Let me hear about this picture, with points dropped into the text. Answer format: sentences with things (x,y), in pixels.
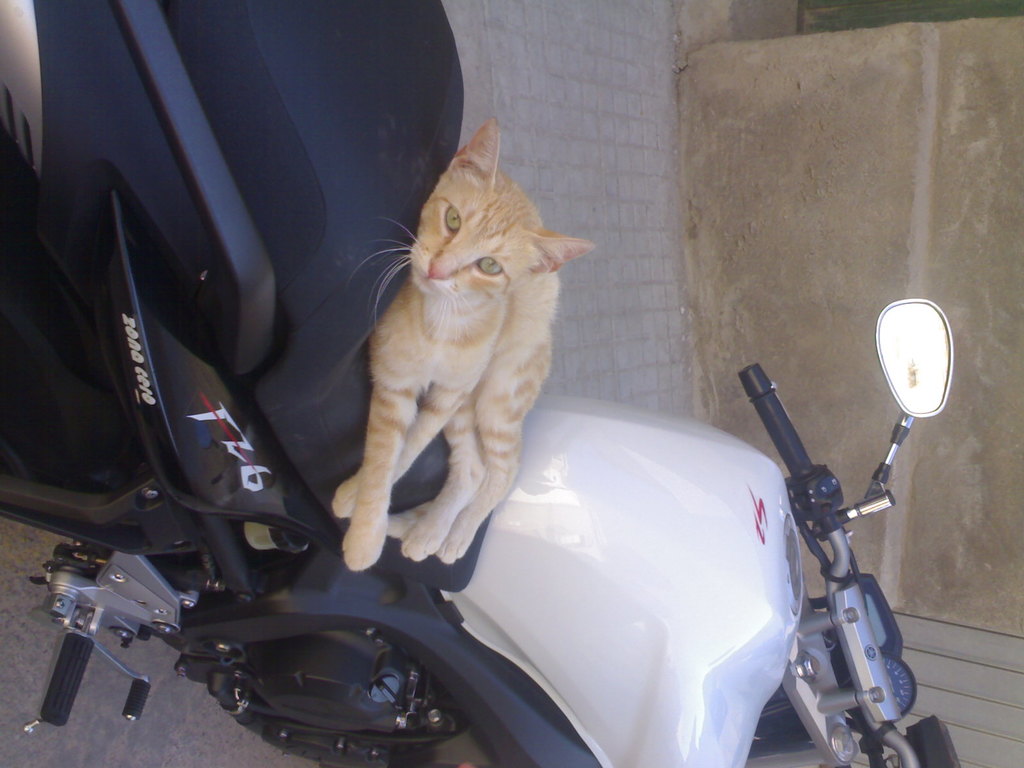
This cat (447,307) is laying on his motorbike (523,502), which is in black and white color. This motorcycle (673,587) has handle (777,409), meter reading (900,659), mirror (944,344) and stand (73,665).
